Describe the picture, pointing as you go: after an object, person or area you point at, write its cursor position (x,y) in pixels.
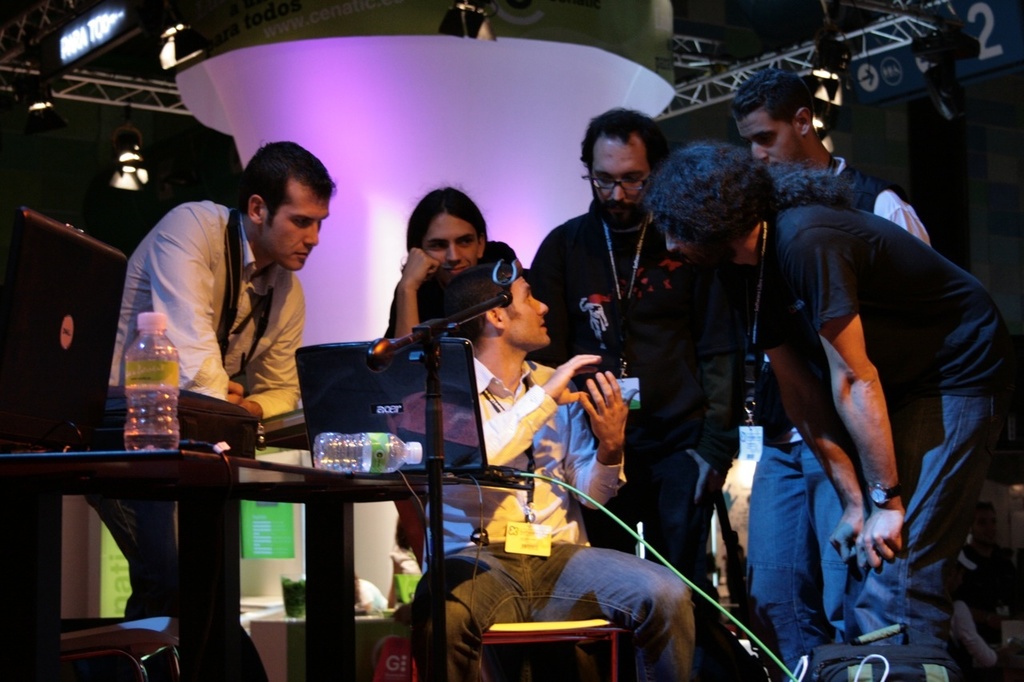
In this picture there is a person (552,390) sitting and talking. At the back (944,256) there are group of people (442,290) standing. On the left side of the image (54,339) there is a laptop (16,384), bag (216,402) and there are bottles (316,447) on the table (197,522) and there is a chair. In the foreground (435,358) there is a stand (384,339). At the top (829,102) there are lights (836,89). In the top right (897,89) there is a board (990,21).
